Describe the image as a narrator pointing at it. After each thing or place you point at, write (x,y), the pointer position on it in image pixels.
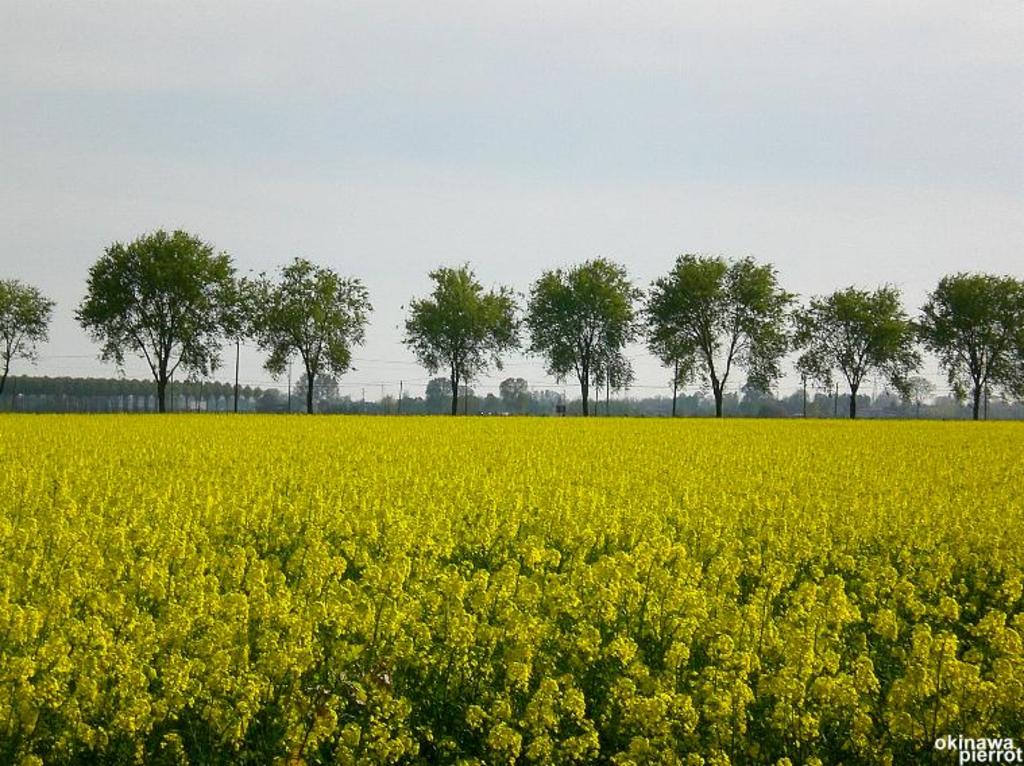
In this image there are plants (473,493) with flowers (686,524), trees (608,362), poles (595,396), sky (671,212) and a watermark (1000,753) on the image.
